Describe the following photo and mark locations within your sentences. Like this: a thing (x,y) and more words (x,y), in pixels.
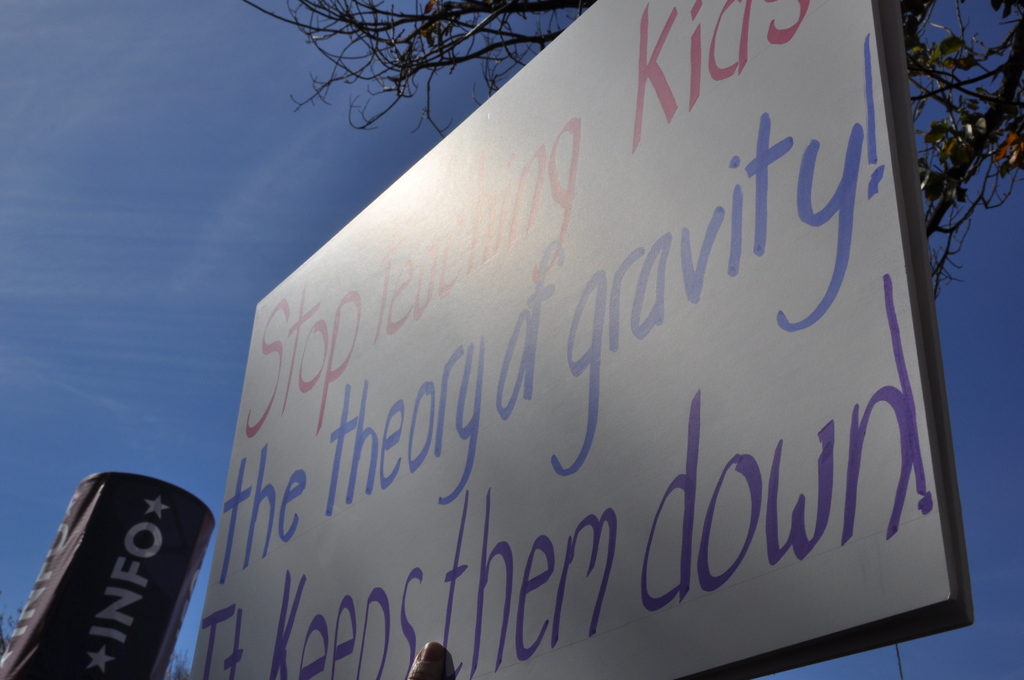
In the center of the image (610,374), we can see a board (518,506) and a person's finger (437,648). In the background (138,558), there are trees (540,5) and we can see an object (144,543) and there is sky (195,172).
